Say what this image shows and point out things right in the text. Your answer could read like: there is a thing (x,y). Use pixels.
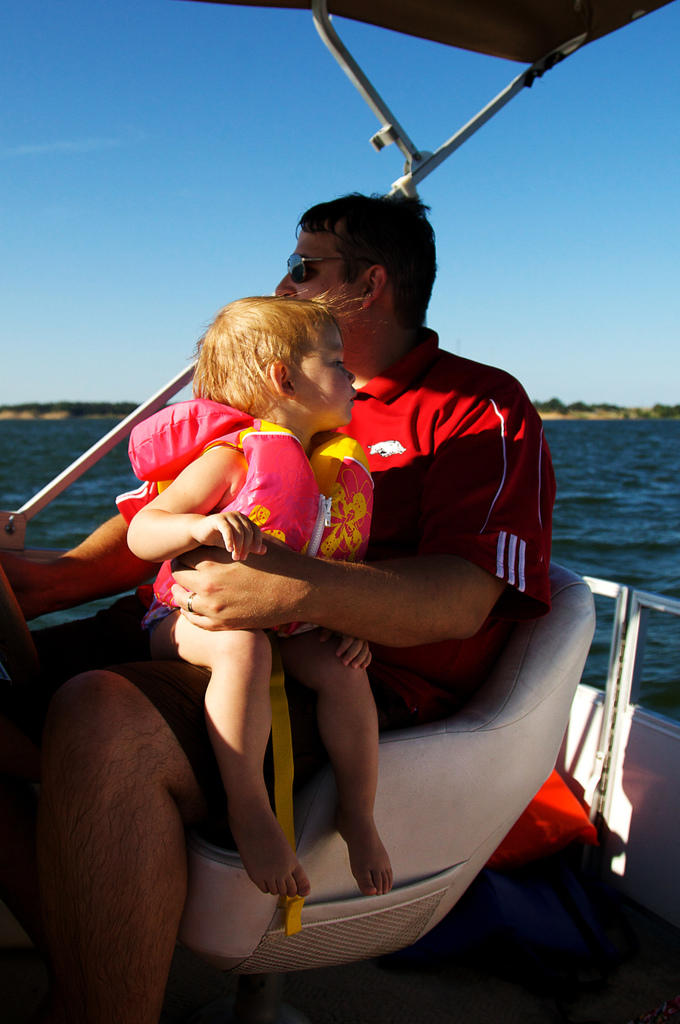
In this picture there is a man (301,737) sitting on a chair (396,733) and holding a kid (164,524) and we can see red object (527,817), water (604,548) and rods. In the background of the image (592,373) we can see trees (48,403) and sky (189,244).
